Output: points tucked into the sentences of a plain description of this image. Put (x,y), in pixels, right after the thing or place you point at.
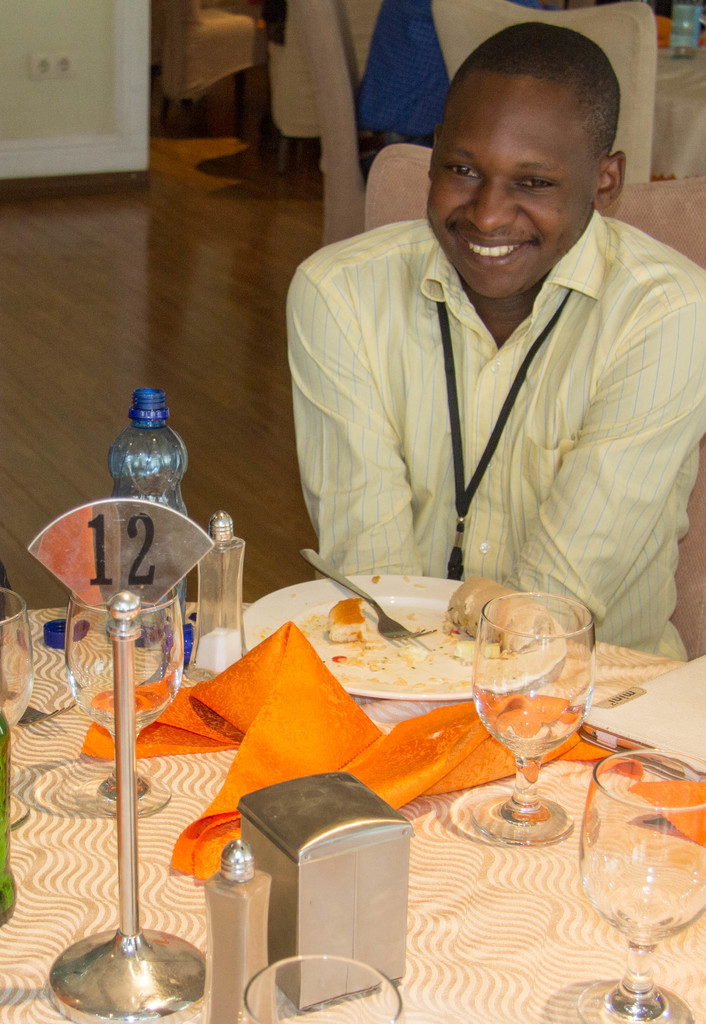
This man (604,536) wore shirt (447,521), id-card (486,465) and smiling. In-front of this man (476,571) there is a table (454,952), on this table (576,741) there is a cloth (362,754), glass (545,630), plate (443,666), bottle (160,502), laptop (664,711), food (457,640) and fork (321,566). At the background (367,54) we can able to see a chairs (650,86). Floor (166,305) is made with wood (125,323).
